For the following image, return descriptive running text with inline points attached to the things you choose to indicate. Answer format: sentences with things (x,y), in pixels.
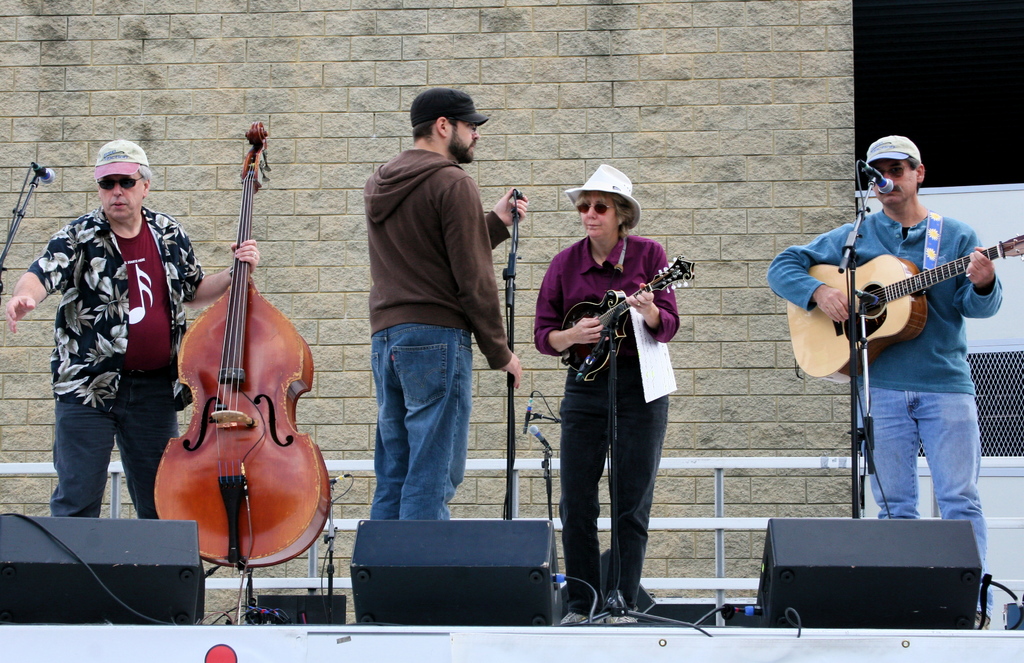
On the right side of this picture (903,329) a man (891,227) is holding a guitar (919,304) and playing guitar (909,296) in front of a microphone (869,298), behind him there is a woman (650,308) playing a musical instrument (618,317) behind this woman (594,280) there is a man (423,281) holding a microphone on the left side of this picture (165,327) a man (152,297) is holding a double bass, in the background (336,90) there is a brick wall (358,64).
